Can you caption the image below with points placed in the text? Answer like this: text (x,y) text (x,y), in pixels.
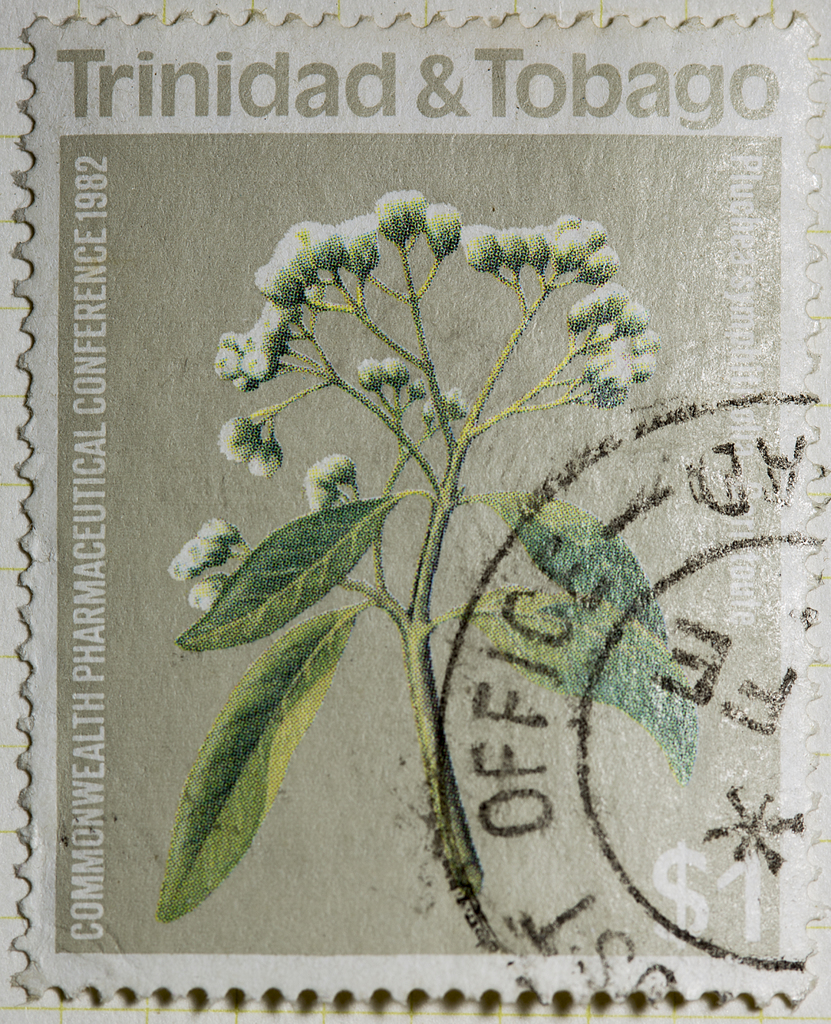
In the center of the image (430,513) we can see a stem (448,802) with leaves (255,720) and flowers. On the right side of the image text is there. At the top of the image (229,100) text (222,82) is present.
